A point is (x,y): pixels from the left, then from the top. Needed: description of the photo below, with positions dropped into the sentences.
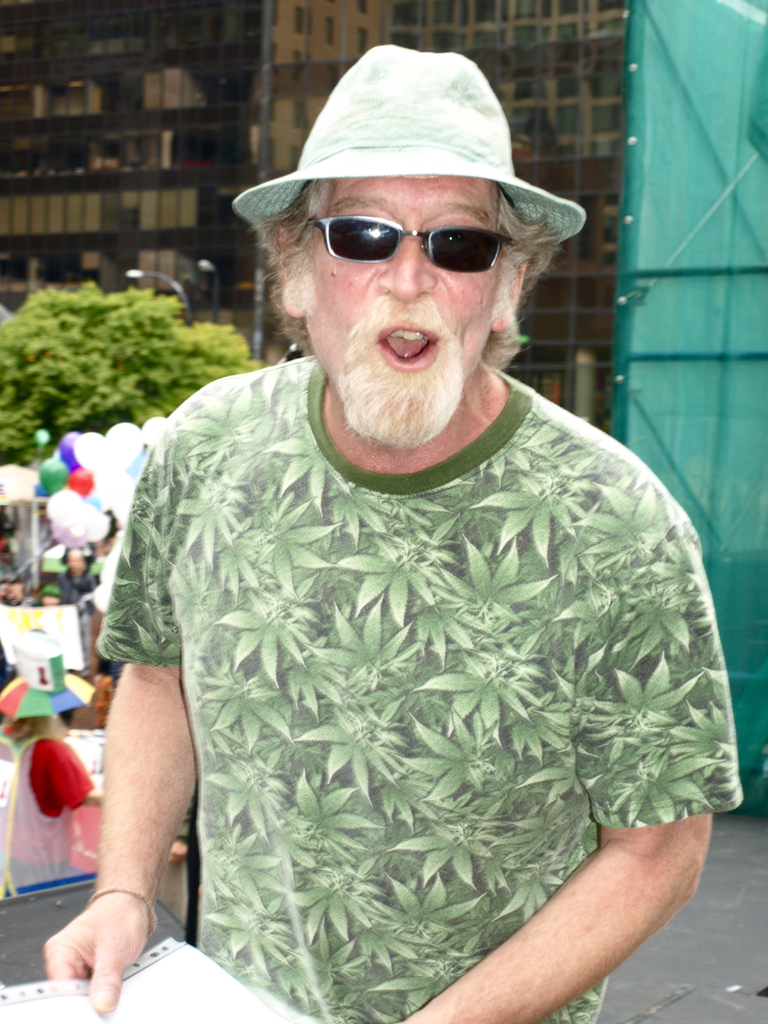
In the picture I can see a man (207,690) wearing green color T-shirt (162,629), glasses (395,226) and a cap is standing and holding some objects (160,987) in his hands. In the background (21,558), I can see balloons (79,540), an umbrella (38,704), few more objects (74,609), I can see shrubs (143,347), light poles (180,293), green color hoarding (670,295) on the right side of the image (684,287) and buildings (13,44) in the background (115,143).
